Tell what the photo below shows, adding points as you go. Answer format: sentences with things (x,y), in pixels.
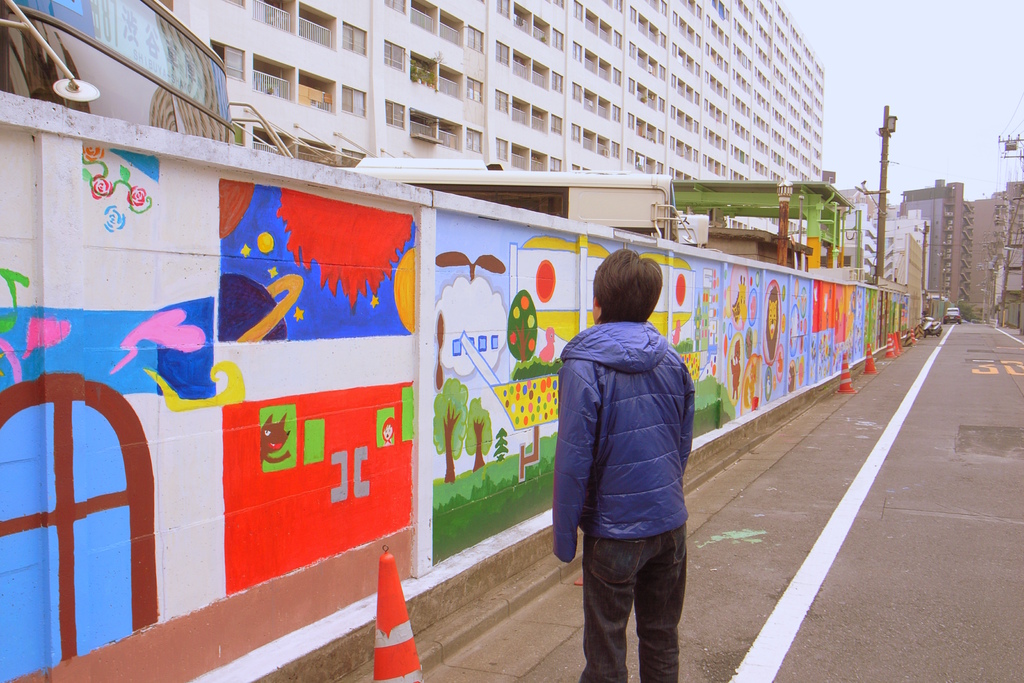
Paintings (548,283) are on the wall (275,334). In-front of this wall (417,338) a boy (620,317) is standing and wore jacket (608,500). Here we can see traffic cones (898,335), vehicles (955,309), poles (879,246), buildings (396,21) and sky (842,54). To this building (797,54) there are glass windows (350,102).
